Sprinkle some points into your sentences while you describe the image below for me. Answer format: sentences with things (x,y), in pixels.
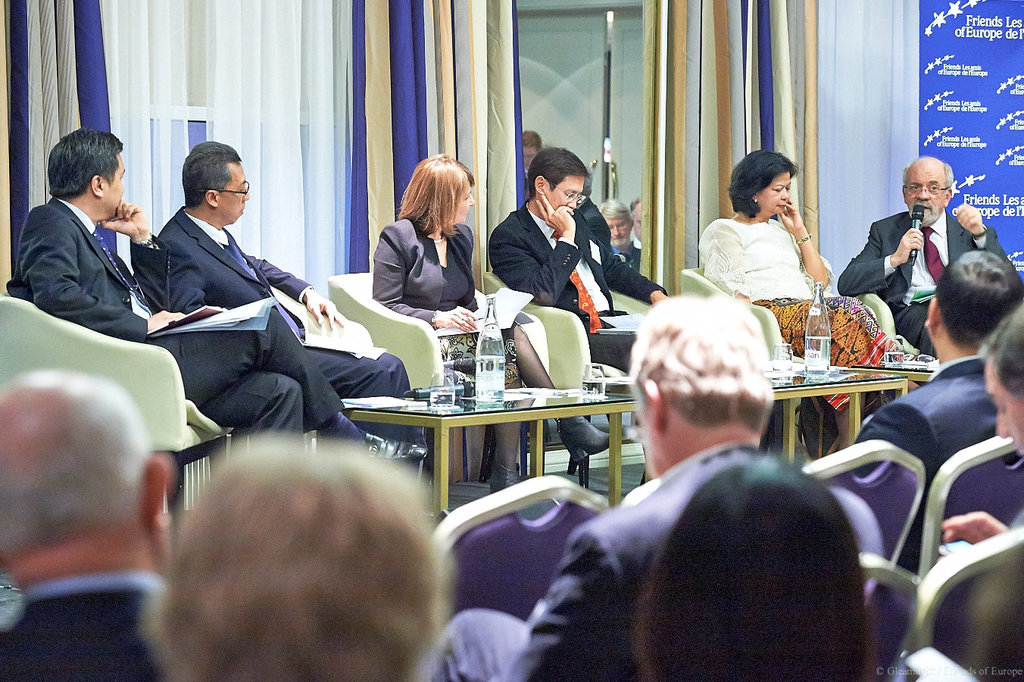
In this image there are people (183,544) sitting on chairs (467,524), in front of them there is a stage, on that stage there are people (184,334) sitting on chairs (339,284) in the middle (470,418) there is a table (832,379) on that table (581,393) there are bottles (827,341), glasses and mics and one person (894,225) is holding mic (910,218) in his hand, on the right side (1010,144) top there is a poster (993,60) on that poster (987,73) there is some text (972,64).
